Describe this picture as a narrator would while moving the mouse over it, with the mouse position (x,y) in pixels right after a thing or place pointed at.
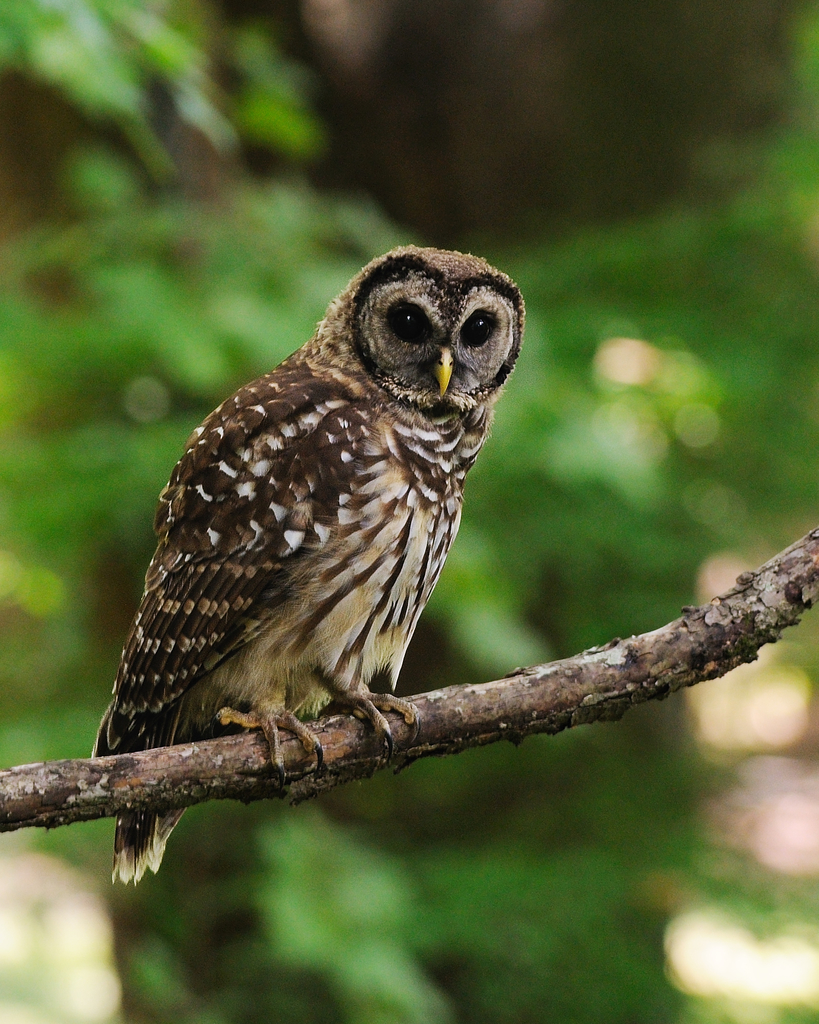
This image consists of a owl (192,737) sitting on the stem (289,742). In the background (247,973), there are trees (258,347). And the background (612,70) is blurred.
